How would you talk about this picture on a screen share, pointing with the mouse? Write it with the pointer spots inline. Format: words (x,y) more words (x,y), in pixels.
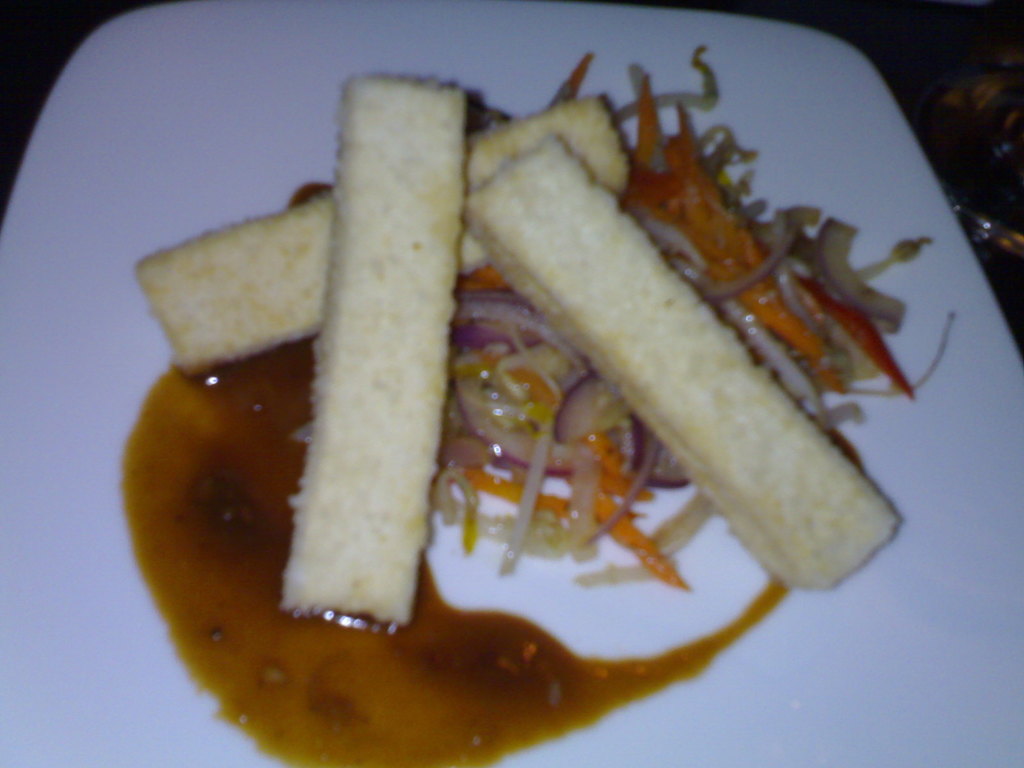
There is a white plate (120,139). On that there is a food item (268,285) with onion pieces (571,407) and some other things (500,401).
